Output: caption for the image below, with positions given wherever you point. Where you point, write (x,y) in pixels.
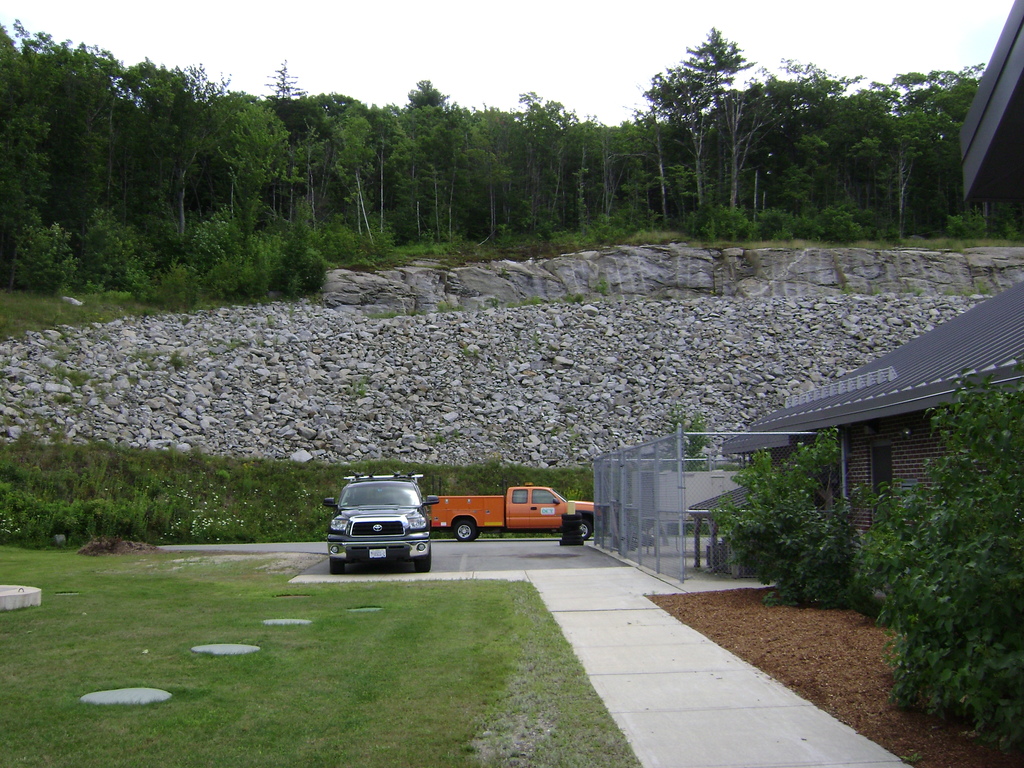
In this picture we can see couple of cars (460,532), beside to the cars (463,516) we can find fence (671,520) and a house (908,373), in the background (325,341) we can see few rocks (536,347) and trees (558,188).
